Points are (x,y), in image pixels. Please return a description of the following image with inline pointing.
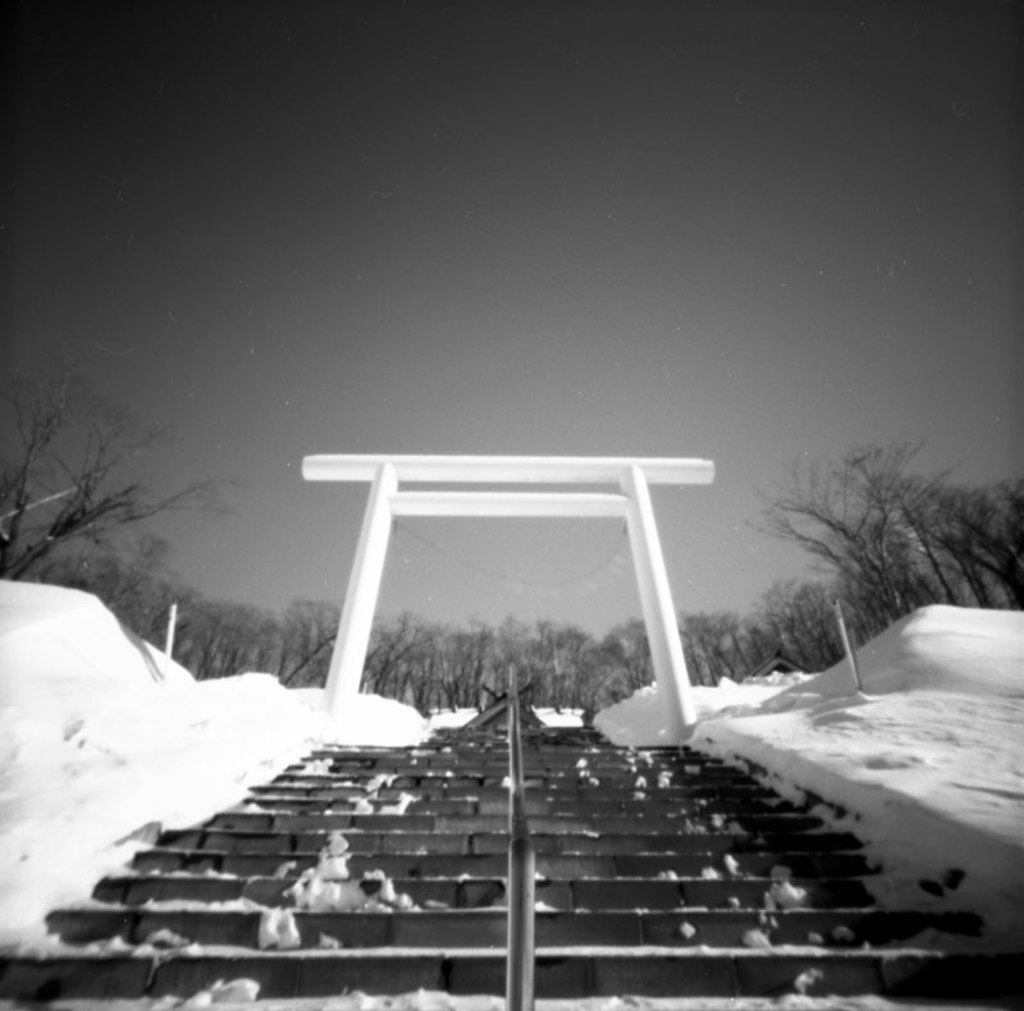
In the center of the image (479,474) there is an arch (477,458). At the bottom (451,828) there are stairs (680,885). In the background (225,323) there is snow (999,784), trees (483,677) and sky (470,245).
